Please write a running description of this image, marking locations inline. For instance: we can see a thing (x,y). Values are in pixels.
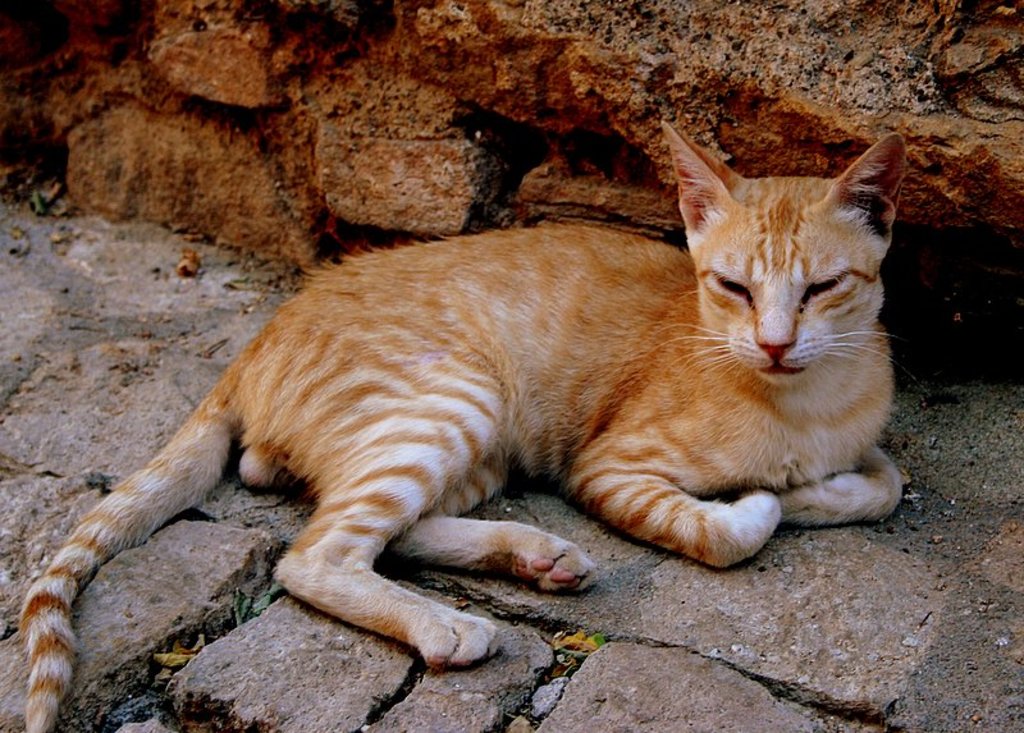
In the image there is a cat (633,311) and behind the cat (858,389) there is a rock (541,100).
